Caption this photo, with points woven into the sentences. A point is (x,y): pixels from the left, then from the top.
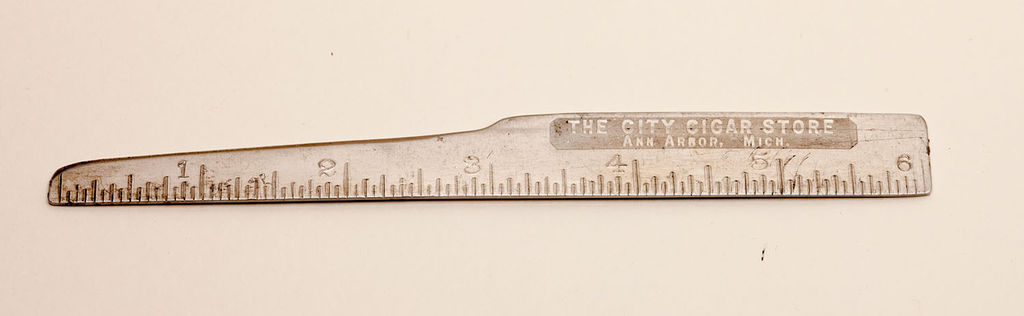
In this image, we can see a scale (707,148) on the white background.
